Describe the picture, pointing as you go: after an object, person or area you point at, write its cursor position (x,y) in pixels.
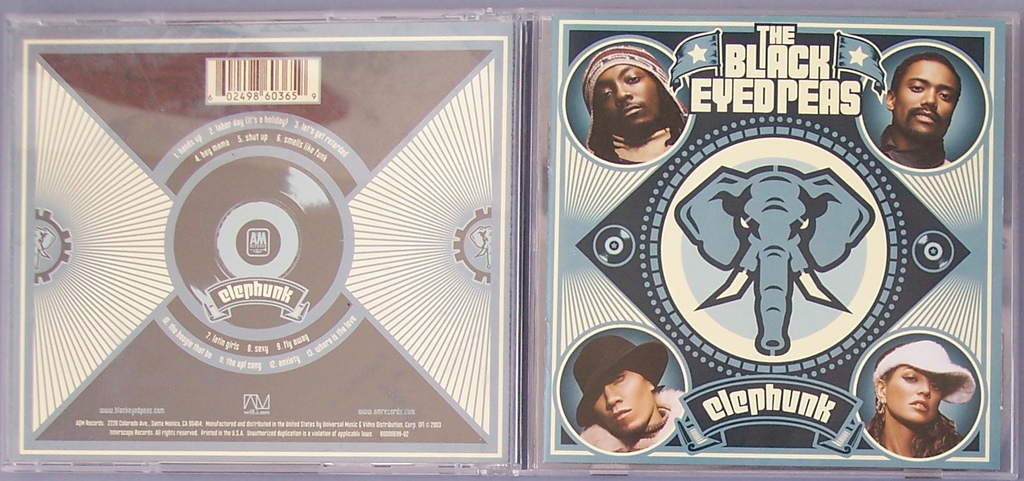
In the image we can see the poster (575,347), in the poster (575,347) we can see pictures (662,373) of people (646,345) and the text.
